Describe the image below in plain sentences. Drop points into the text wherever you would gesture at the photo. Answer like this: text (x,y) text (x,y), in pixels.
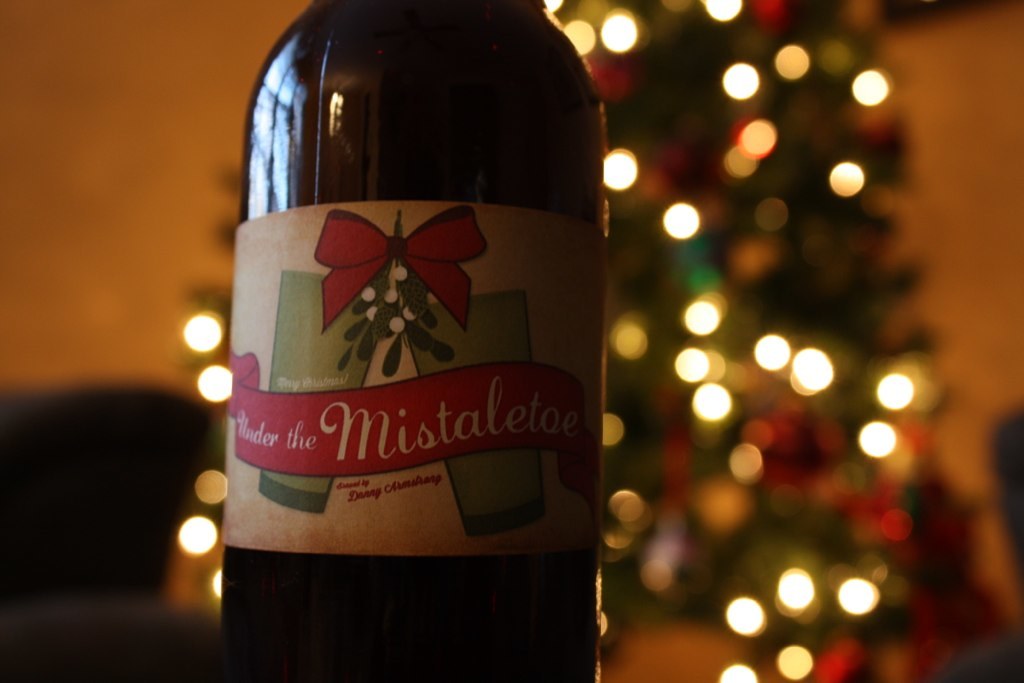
In this picture I can observe a wine bottle (382,250) in the middle of the picture (415,270). The background (677,179) is blurred.
